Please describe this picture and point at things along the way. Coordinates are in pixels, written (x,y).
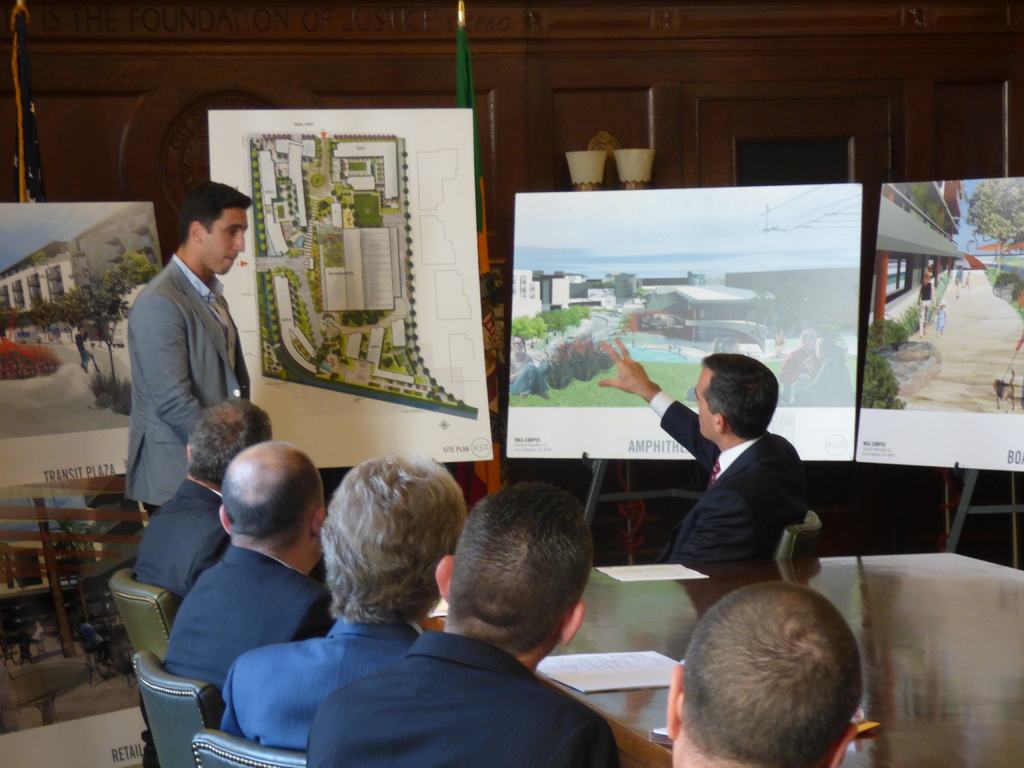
In this image i can see a group of people (506,688) are sitting on a chair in front of a table (945,635). A man (173,338) is standing on the floor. I can see there are few paint boards (608,273) behind the table (951,623).
